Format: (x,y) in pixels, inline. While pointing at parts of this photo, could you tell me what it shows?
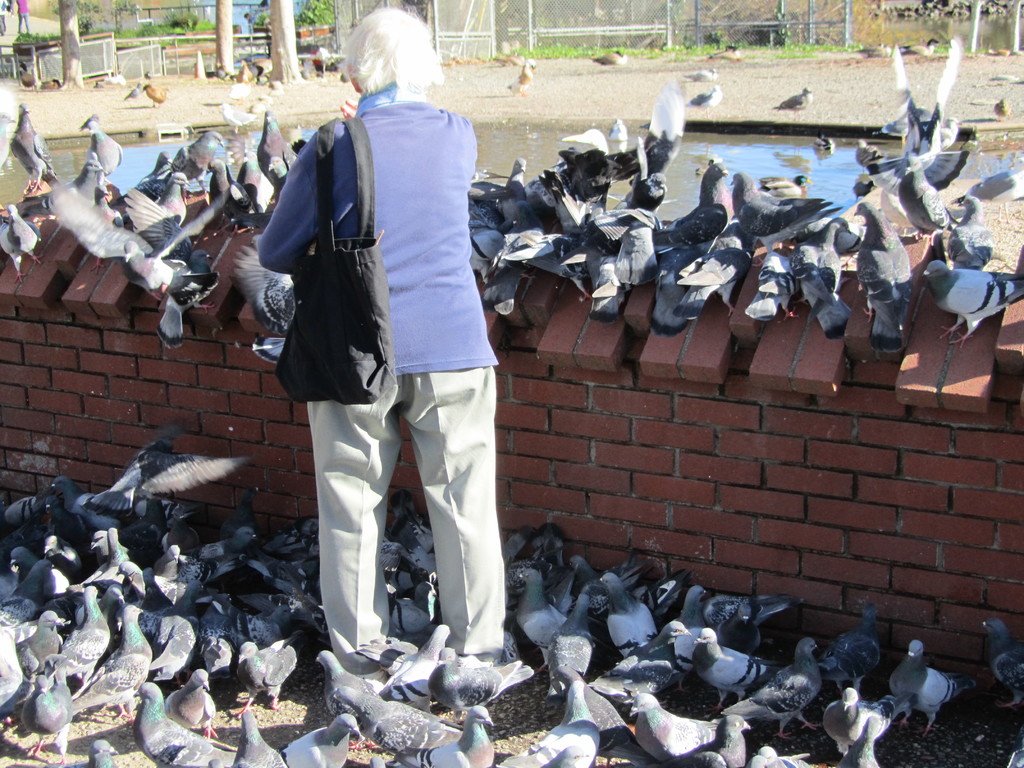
In the picture I can see few birds (121,552) on the ground (357,751) and some birds (79,232) are on the brick wall (649,356). Here we can see a person (439,137) wearing violet color dress (407,311) and bag (353,358) is standing here. In the background (43,83), we can see a few more birds (953,133), water (552,131), fence (848,21) and trees (73,41).
